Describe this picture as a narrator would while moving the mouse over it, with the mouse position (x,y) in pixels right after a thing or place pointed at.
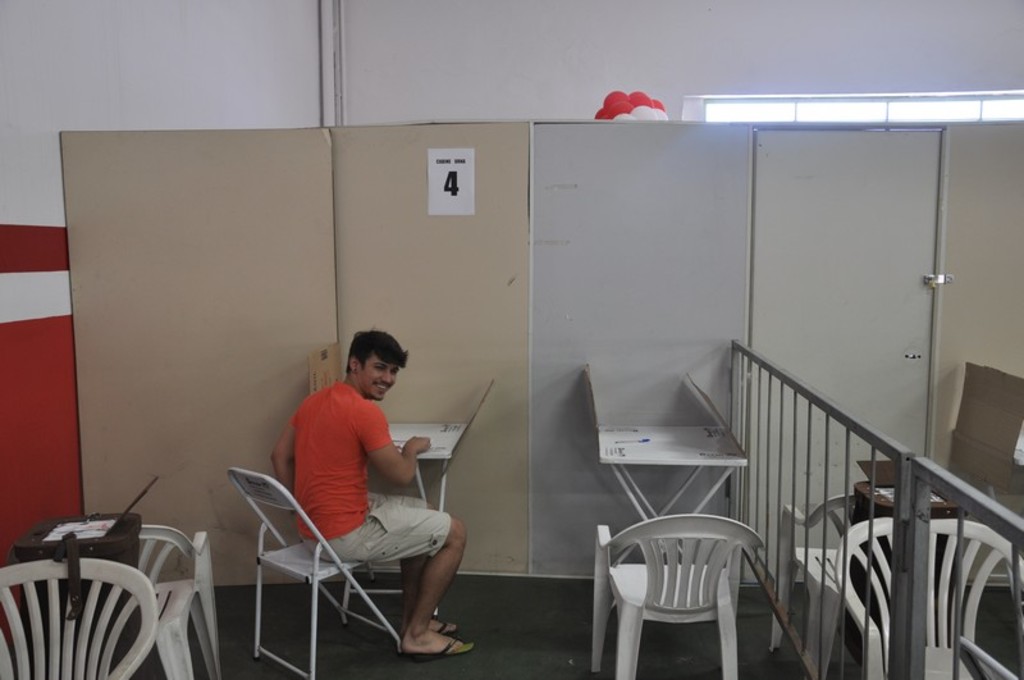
In this image there is a person (372,496) sitting on the chair (312,531), there is a table (667,446), there is a partition (725,275), there are balloons (626,110), there are windows (800,113), there is a wall (738,71), there is an object (97,537) towards the left of the image (70,541), there is an object (993,423) towards the right of the image (997,413), there is a paper (458,176) stuck to the partition (422,204).
